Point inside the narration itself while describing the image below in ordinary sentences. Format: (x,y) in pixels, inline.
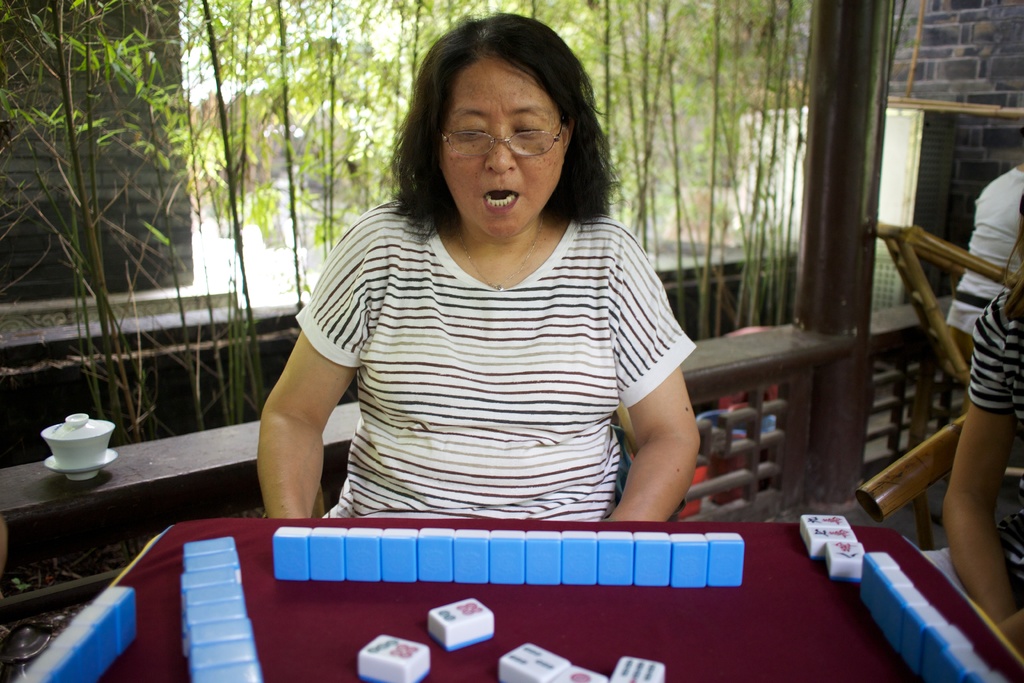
In this picture there is a woman (506,311) sitting, there are some other people (970,576) onto her left side. There is a table (774,660) in front of her, and some blocks (595,557) arranged in a straight line and in the backdrop (72,243) there is a plant (316,89) and a building (106,236).
